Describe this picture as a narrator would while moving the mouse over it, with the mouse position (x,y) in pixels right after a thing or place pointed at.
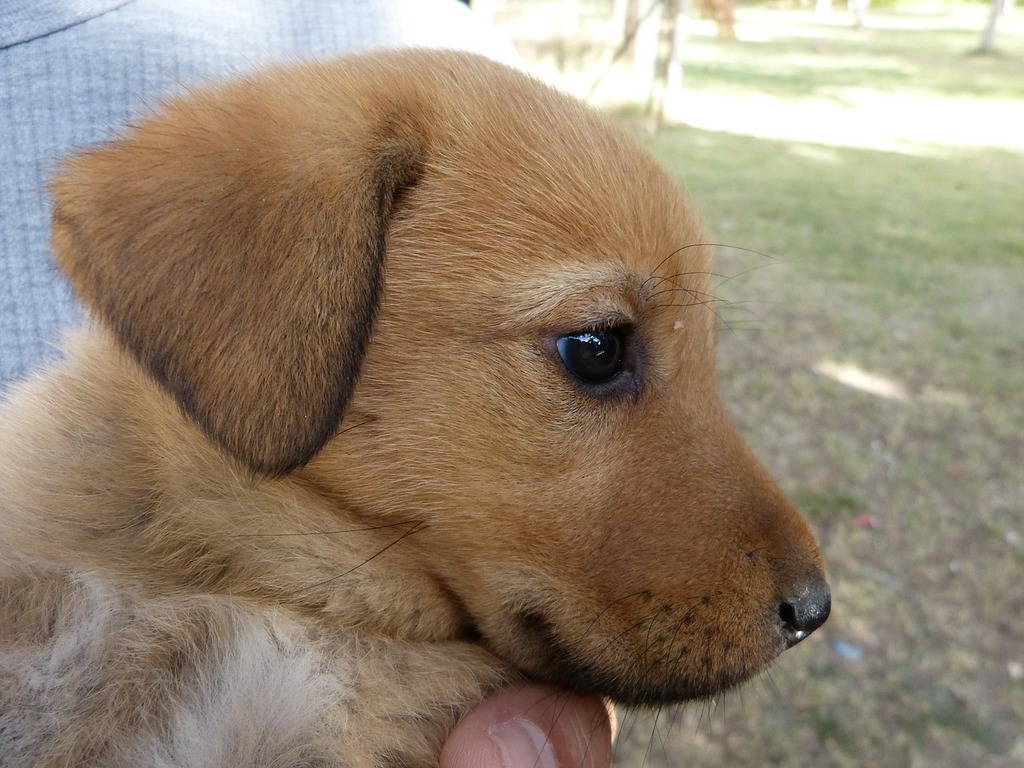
It is a puppy (430,650) in brown color, at the bottom (518,700) it is the human finger (549,718). On the right side (861,211) it is the grass (858,252).
